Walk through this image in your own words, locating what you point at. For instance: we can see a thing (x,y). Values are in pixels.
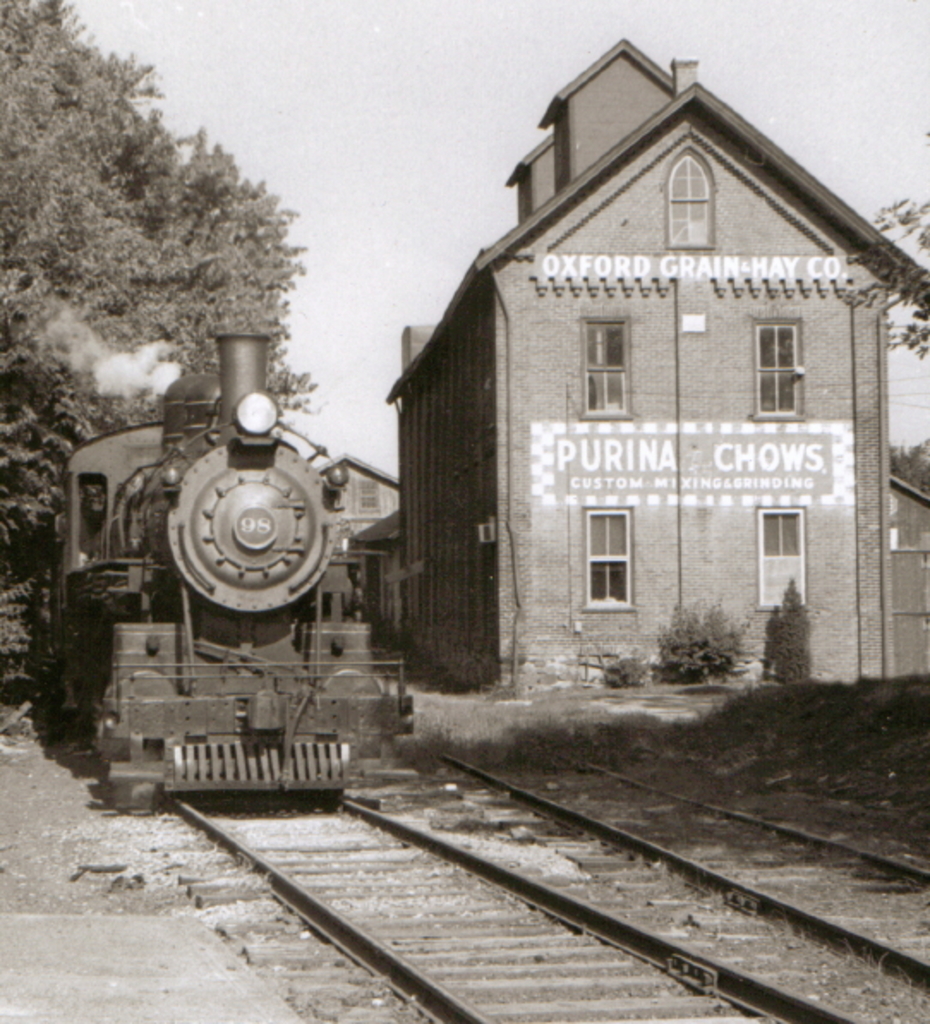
This is a black and white pic. On the left (129,563) there is a train (214,690) on the railway track (340,930). On the right (631,409) there are buildings (466,507). In the background (45,385) there are trees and sky (442,194).
